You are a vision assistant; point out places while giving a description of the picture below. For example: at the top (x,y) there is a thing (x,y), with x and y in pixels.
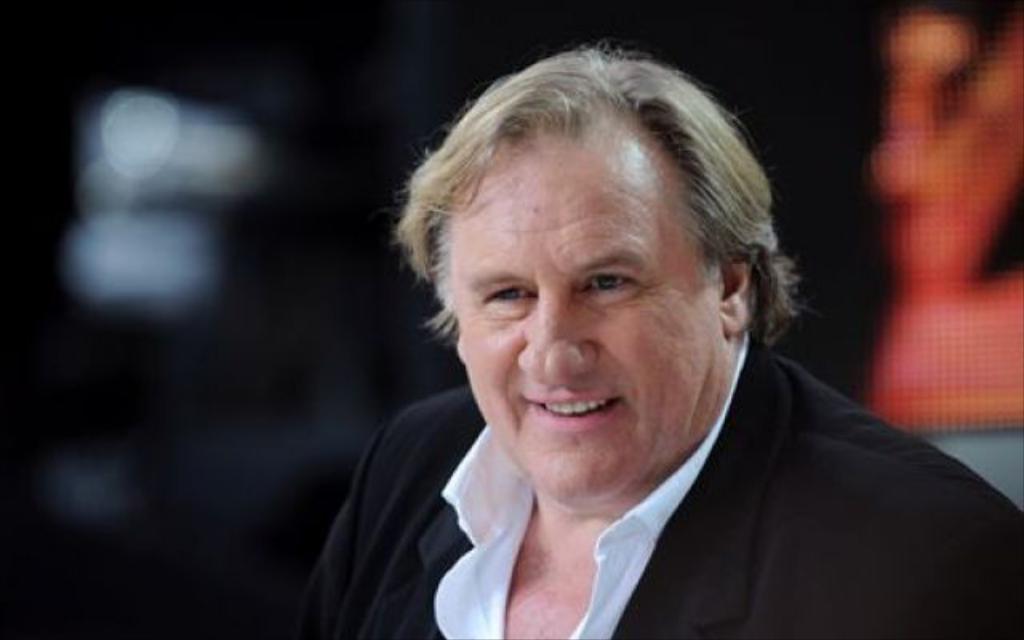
In the center of the image (482,269) we can see a man (651,431). In the background (1016,175) the image is blur.
